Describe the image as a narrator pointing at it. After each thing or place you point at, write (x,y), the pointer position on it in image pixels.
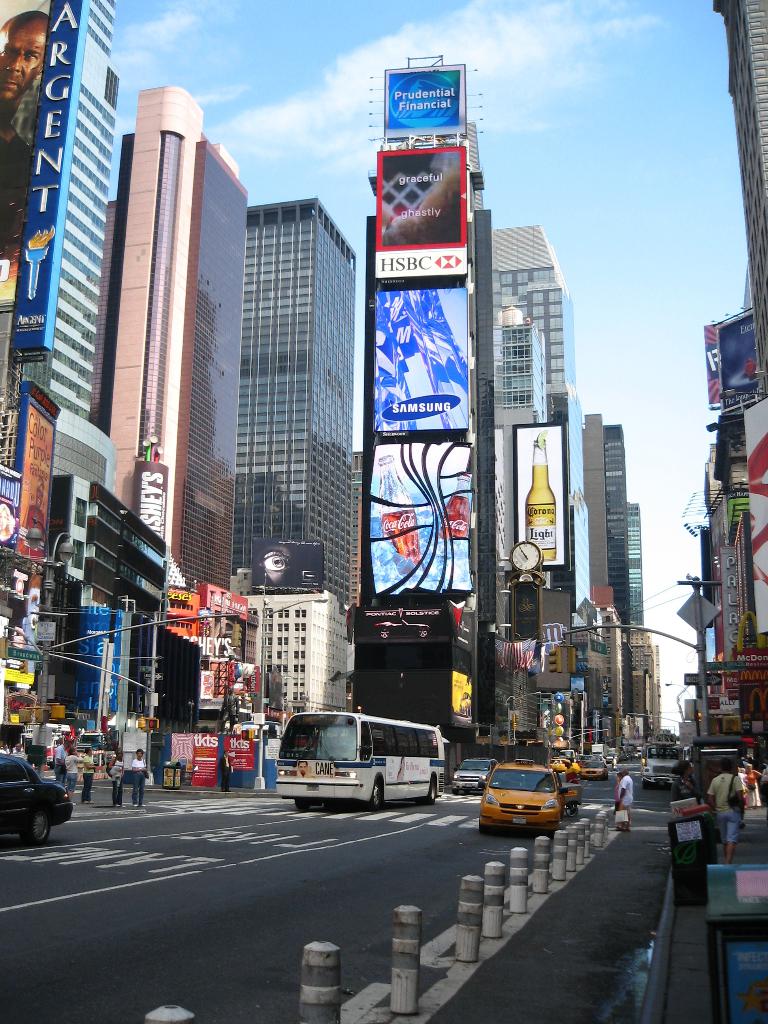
In this image we can see many skyscrapers (260,427). There are many vehicles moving on the road (196,974). Few people (141,774) are walking in the image. There are hoardings (183,753) attached to the skyscrapers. There are barriers (464,929) on the road (440,951).
